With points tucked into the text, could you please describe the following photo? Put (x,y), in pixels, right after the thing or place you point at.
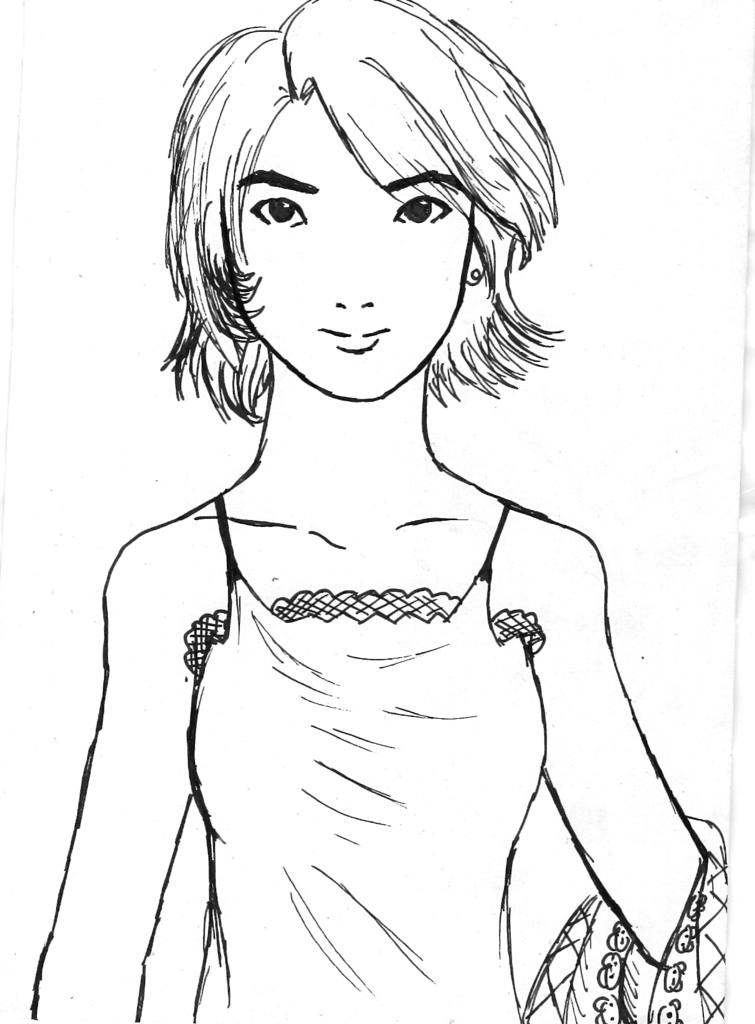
In this image I can see the sketch (368,680) of a person (382,604) wearing dress (387,756) on the white colored surface (117,381) with black colored pen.
